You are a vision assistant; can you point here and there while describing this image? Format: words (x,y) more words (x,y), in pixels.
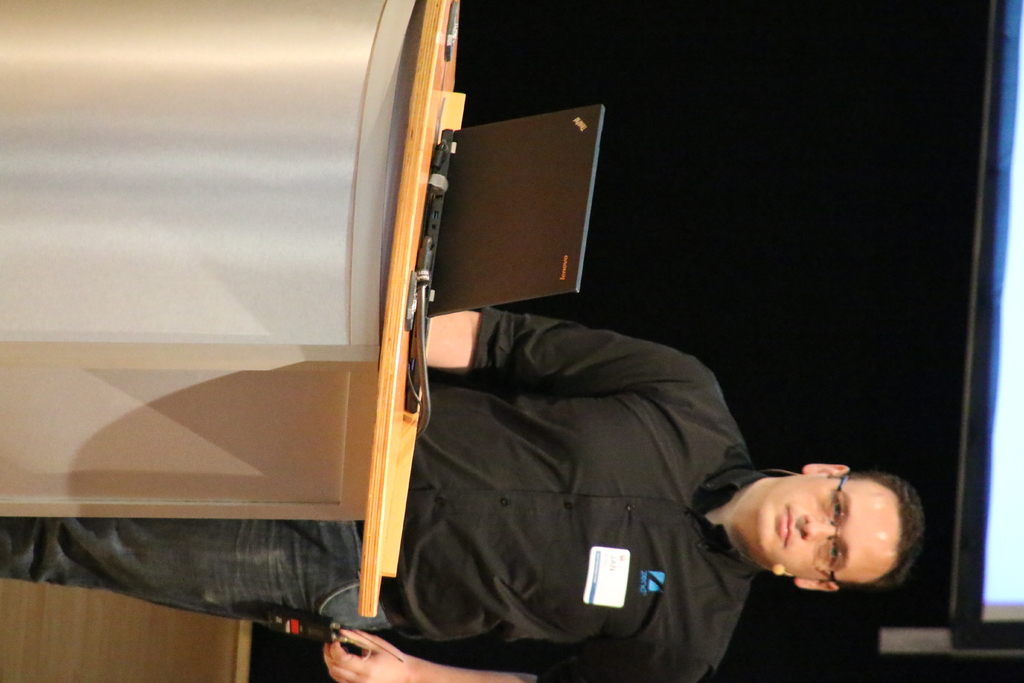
This image is taken indoors. On the right side of the image (974,194) there is a screen (1001,457) and there is a wall (779,185). On the left side of the image (177,198) there is a podium (199,299) with a laptop (442,275) on it. In the middle of the image (570,435) a man (438,570) is standing on the dais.
